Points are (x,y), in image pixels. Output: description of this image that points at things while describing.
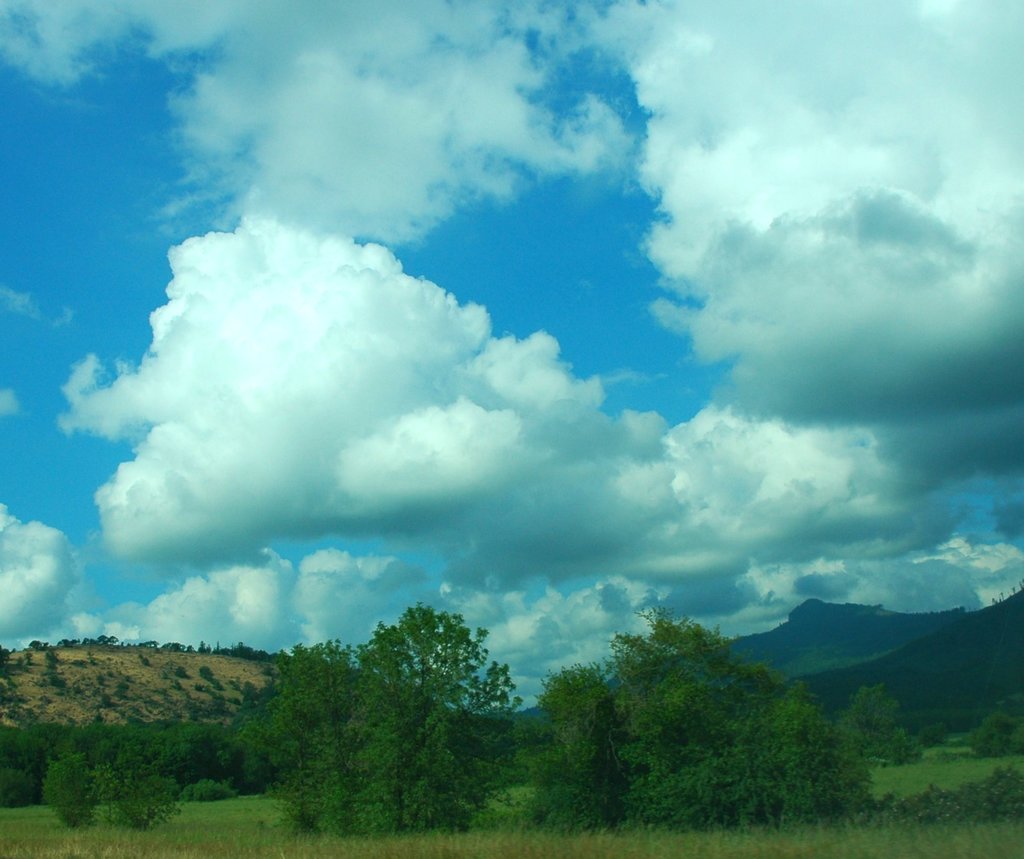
In this picture I can see trees (592,708) and few plants (98,776) and I can see hill (826,703) and a blue cloudy sky (602,236) and I can see grass (90,849) on the ground (135,849).
